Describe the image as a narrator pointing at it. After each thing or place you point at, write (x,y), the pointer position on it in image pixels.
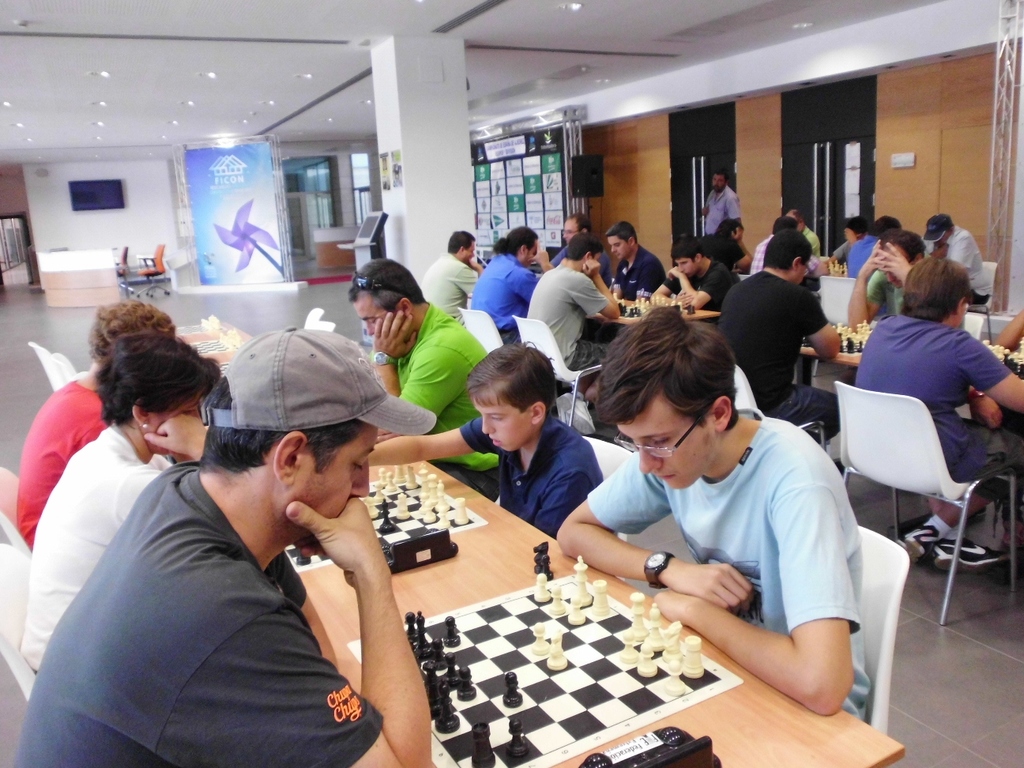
In the image there are few people (432,351) sitting around the tables (511,521) and on the tables (498,521) there are chess boards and in the background (226,252) there is a banner (261,278), beside that there is an empty chair (161,260) and in between the room (412,23) there is a pillar (418,122) and in front of the pillar (410,150) there is some gadget (374,218). On the right side (685,130) there are two doors (724,142) and in front of the door (677,148) there is a speaker (587,188).
